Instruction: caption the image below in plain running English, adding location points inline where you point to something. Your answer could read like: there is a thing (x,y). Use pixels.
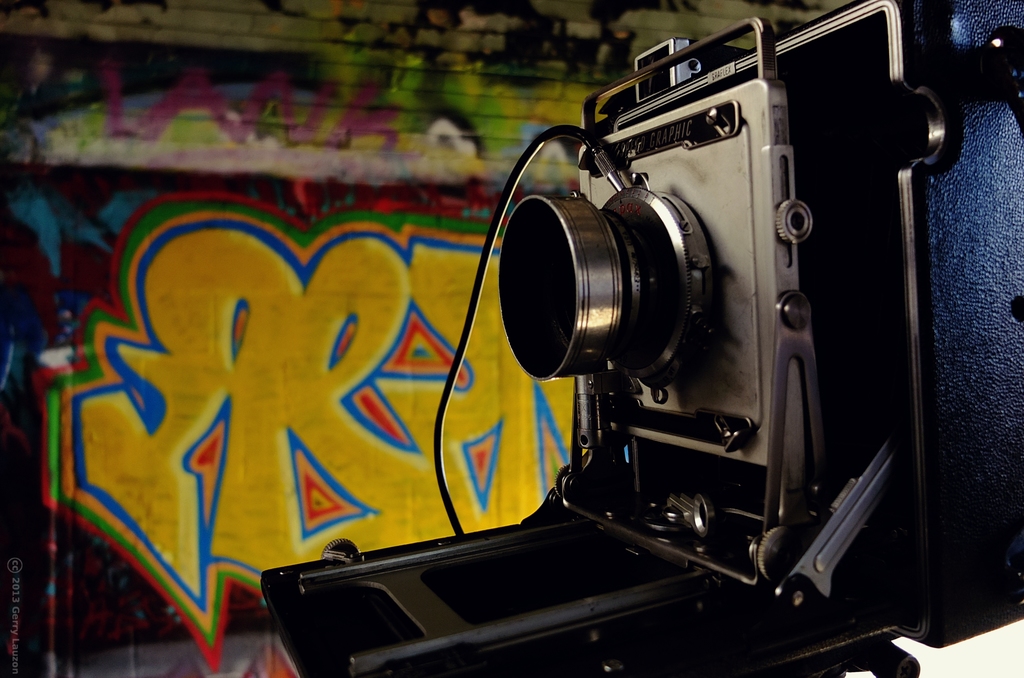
In the center of the image (519,265) we can see camera (533,551). In the background (358,304) we can see painting (186,350) on the wall (287,310).
